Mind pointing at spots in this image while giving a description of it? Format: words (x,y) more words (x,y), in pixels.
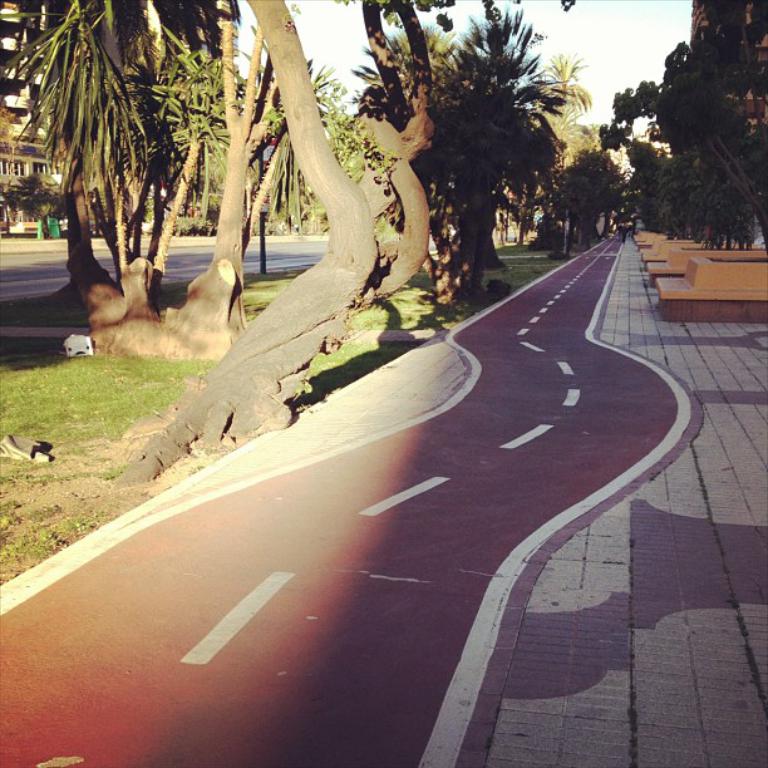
This is a road (505,334). Here we can see trees (434,198), grass (9,397), and buildings (39,58). In the background (583,83) there is sky (324,65).
